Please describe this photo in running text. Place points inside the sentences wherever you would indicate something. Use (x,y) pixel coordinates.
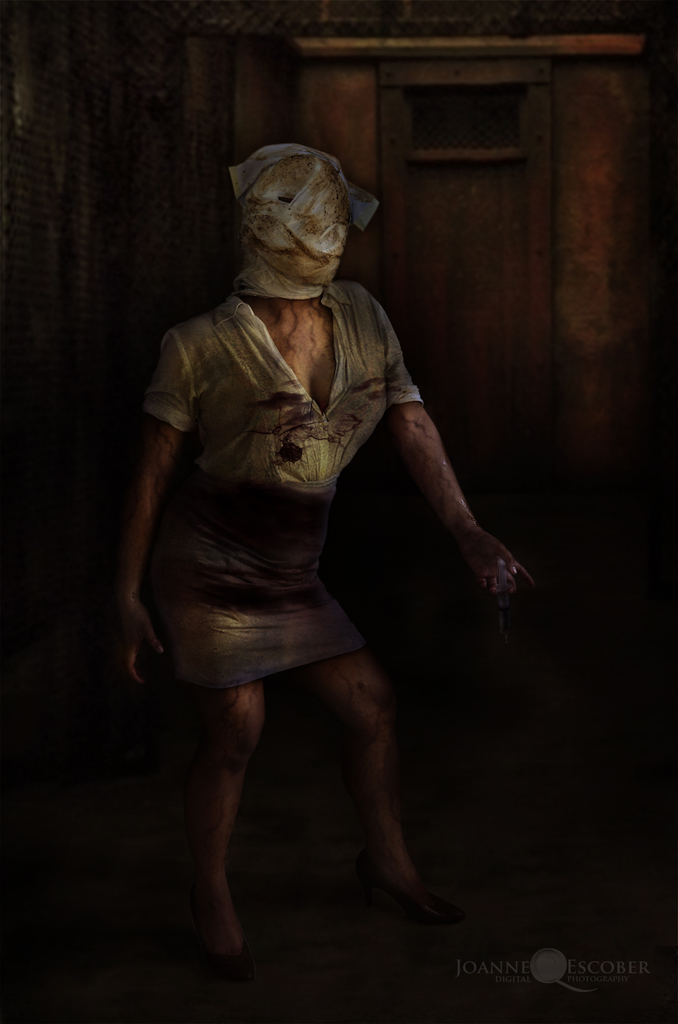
In the picture we can see a person (212,635) standing and covering a face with a white cover (274,279) and in the background (444,406) we can see a wooden wall (40,92).
